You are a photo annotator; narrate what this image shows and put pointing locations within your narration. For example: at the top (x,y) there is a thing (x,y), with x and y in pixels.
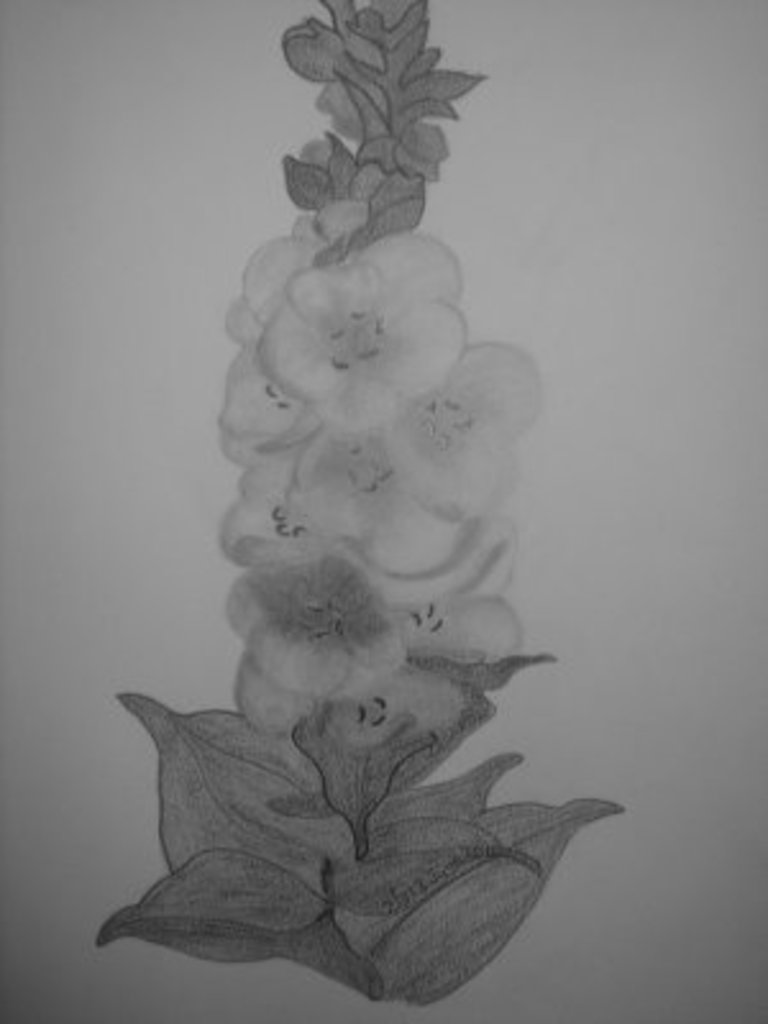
As we can see in the image there is a paper (562,418). On paper (581,89) there is plant drawing (326,762).
